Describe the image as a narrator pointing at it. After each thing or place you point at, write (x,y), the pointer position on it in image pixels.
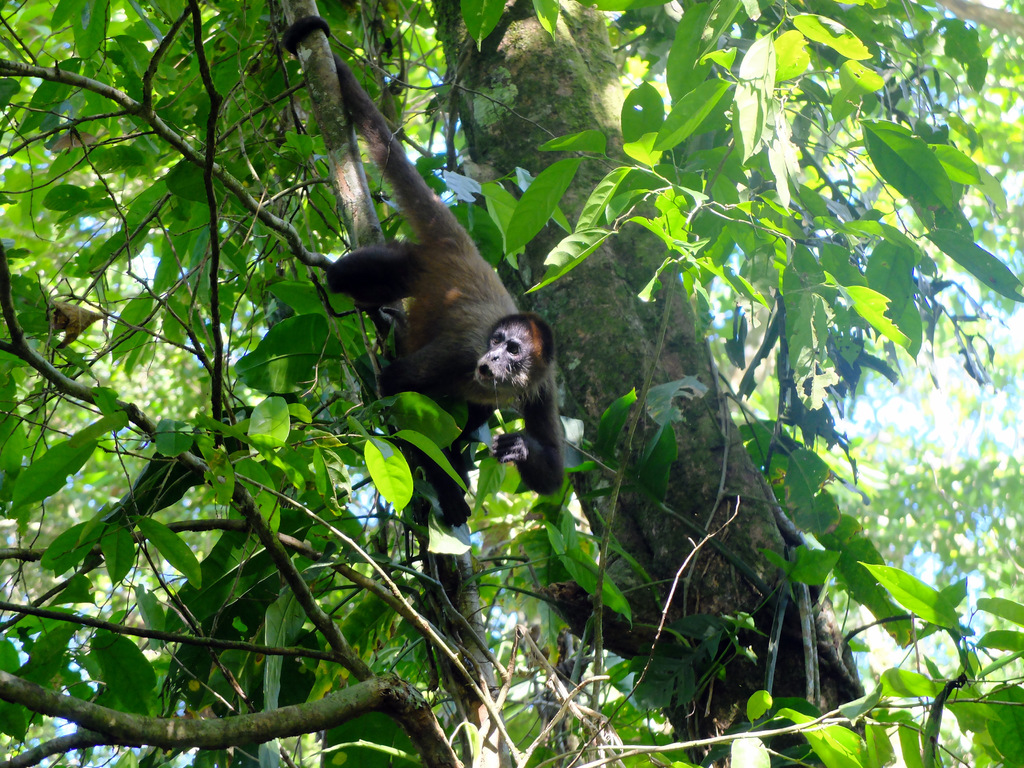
In the center of the picture (480,281) there is a monkey (422,302). The picture consists of trees (450,142).
